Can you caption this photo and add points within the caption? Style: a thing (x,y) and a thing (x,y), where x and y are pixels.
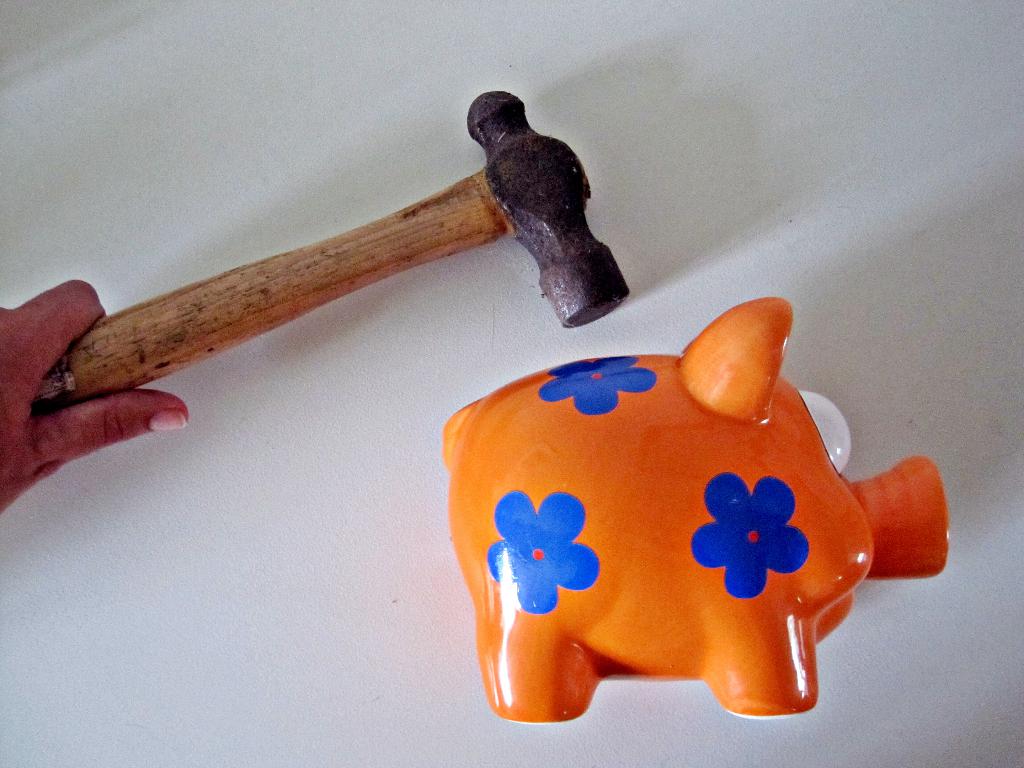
In this picture I can see a human hand (147,396) holding a hammer (422,223) and I can see a toy (618,562) and a white color background (403,308).
